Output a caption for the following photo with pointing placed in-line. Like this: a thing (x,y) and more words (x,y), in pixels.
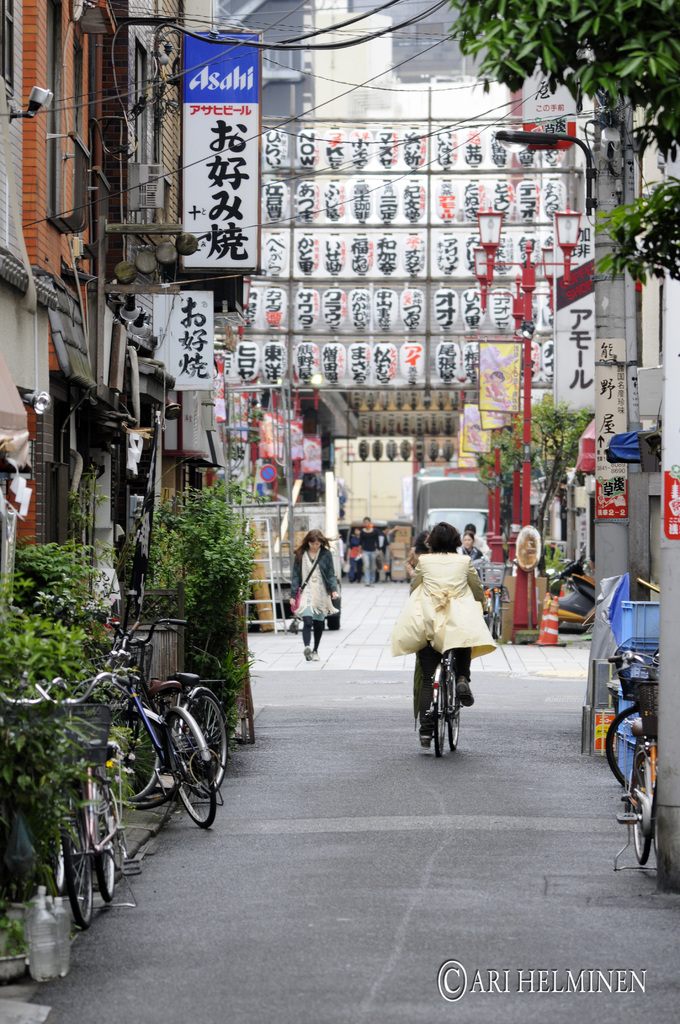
This picture is of outside. In the center (430,556) there is a woman (440,576) riding bicycle (453,715) on the ground (424,805) and in the left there is a woman (319,582) wearing white color dress (320,587) and walking. In the left corner (77,699) we can see the bicycles (139,708), plants (63,607) building (174,42), board (202,129). In the background (410,7) we can see the buildings (386,62) and poles (527,258) of street lights (565,235).
